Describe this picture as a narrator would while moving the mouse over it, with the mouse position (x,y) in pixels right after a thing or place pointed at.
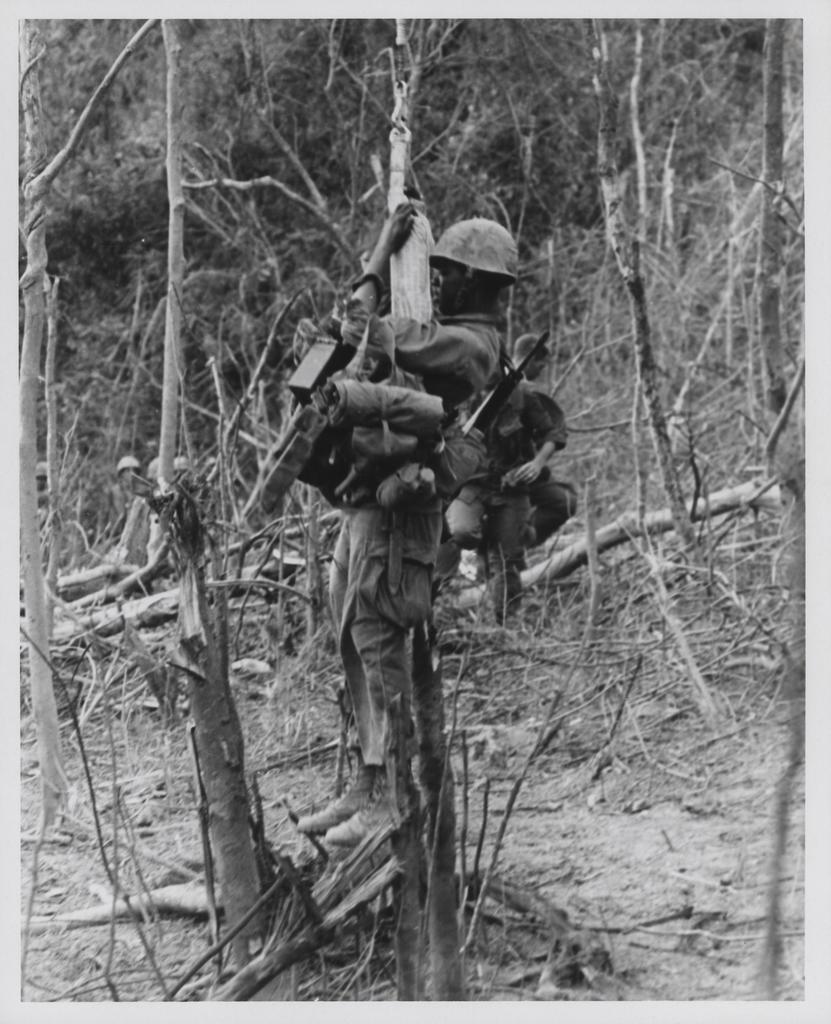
This image is a black and white image. This image is taken outdoors. At the bottom of the image (574,875) there is a ground (607,792). In this image there are many trees (418,643). In the middle of the image (363,485) there are two men (338,476) and they are holding a strap (418,258) and a gun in their hands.
